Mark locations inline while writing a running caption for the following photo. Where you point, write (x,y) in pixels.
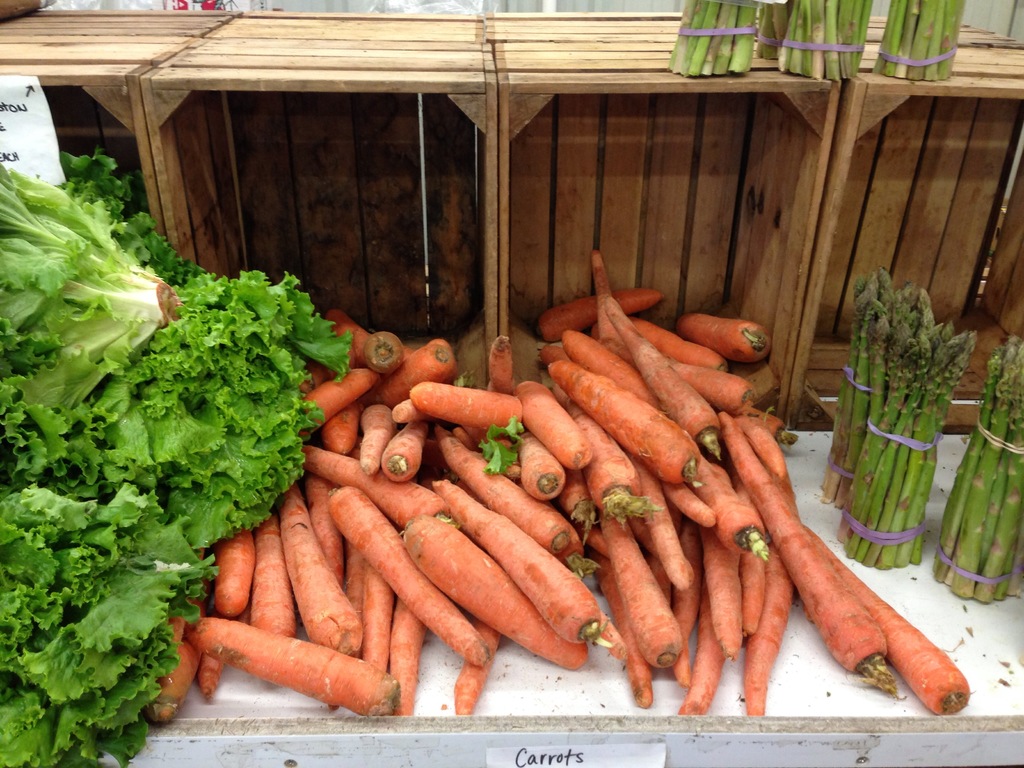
At the bottom of the image (470,733) we can see a table (578,718). On the table (578,718) we can see the carrots (438,518), leafy vegetables (223,431), a bunch of asparagus (894,482) and also we can see a paper (614,760) which contains text (582,759). At the top of the image (525,122) we can see the containers (687,97), bunch of asparagus (739,43) and a paper (31,131) which contains text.
